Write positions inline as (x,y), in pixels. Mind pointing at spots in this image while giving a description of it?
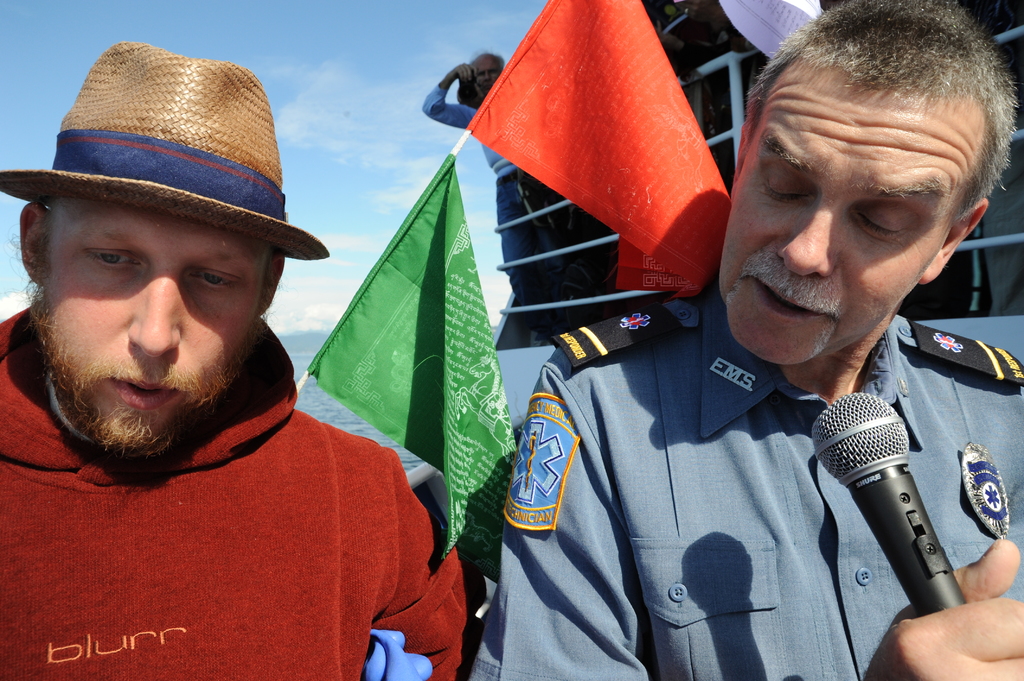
In the image we can see there are two men (642,546) who are standing and a man (311,547) is wearing a cap (237,119) and another man (998,579) is holding a mic (900,516) in his hand (966,620) and at the back (469,95) another man (468,71) is carrying a camera (466,96) in his hand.
